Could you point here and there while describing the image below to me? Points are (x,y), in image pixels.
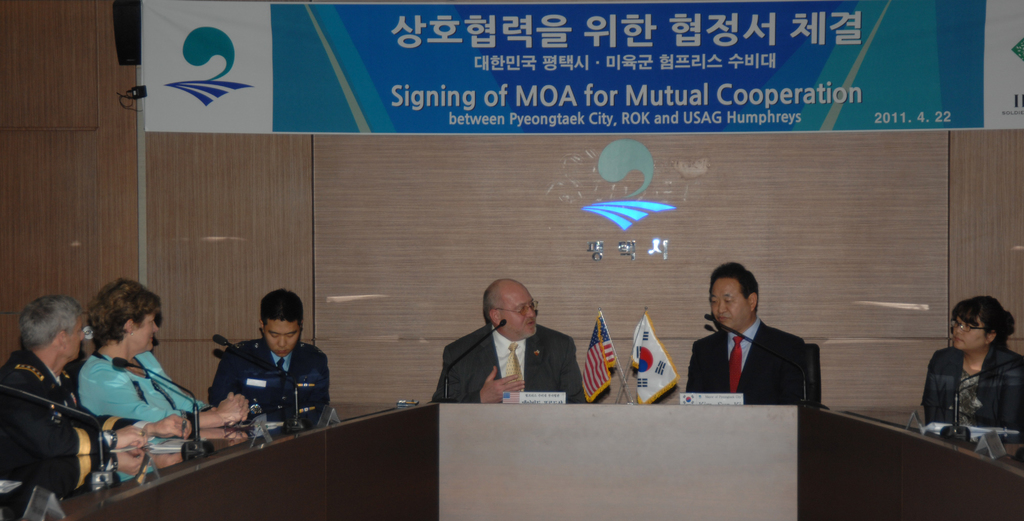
Here there are few people (111,325) sitting on the chair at the table (446,408). On the table (633,425) we can see microphones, two flags (642,345) and some other items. In the background (228,193) there is a banner (385,102) and a logo (650,204) on the wall (705,200).
